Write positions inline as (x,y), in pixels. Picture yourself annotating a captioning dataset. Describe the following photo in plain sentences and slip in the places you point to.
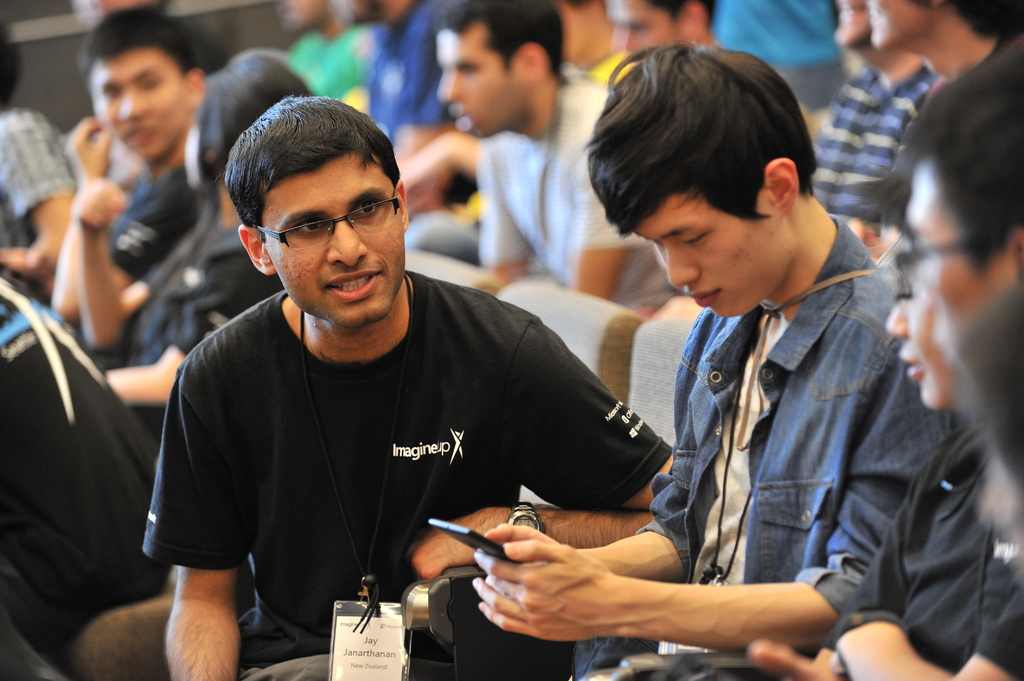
In this image we can see there are people (301,355) sitting on the chairs (451,617). And there is the person (836,559) holding cell phone (460,537). And there is the blur background (487,33).
